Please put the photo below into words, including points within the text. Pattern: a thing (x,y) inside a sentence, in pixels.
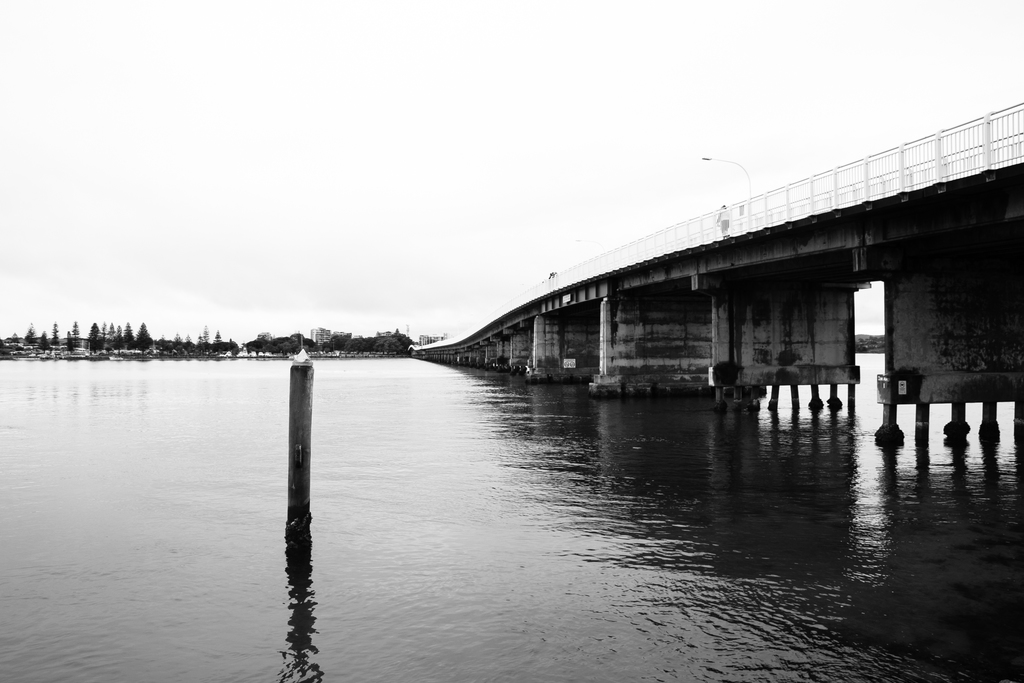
In this image I can see water (263,417) and on the right side (955,338) I can see a bridge (692,281) over the water (949,450). I can also see a pole (747,168) and a street light (748,182) on the bridge (738,232). In the background (17,353) I can see trees (404,337), few buildings (360,336) and I can also see this image is black and white in colour. I can also see a black colour thing (306,463) in the water (316,480).
